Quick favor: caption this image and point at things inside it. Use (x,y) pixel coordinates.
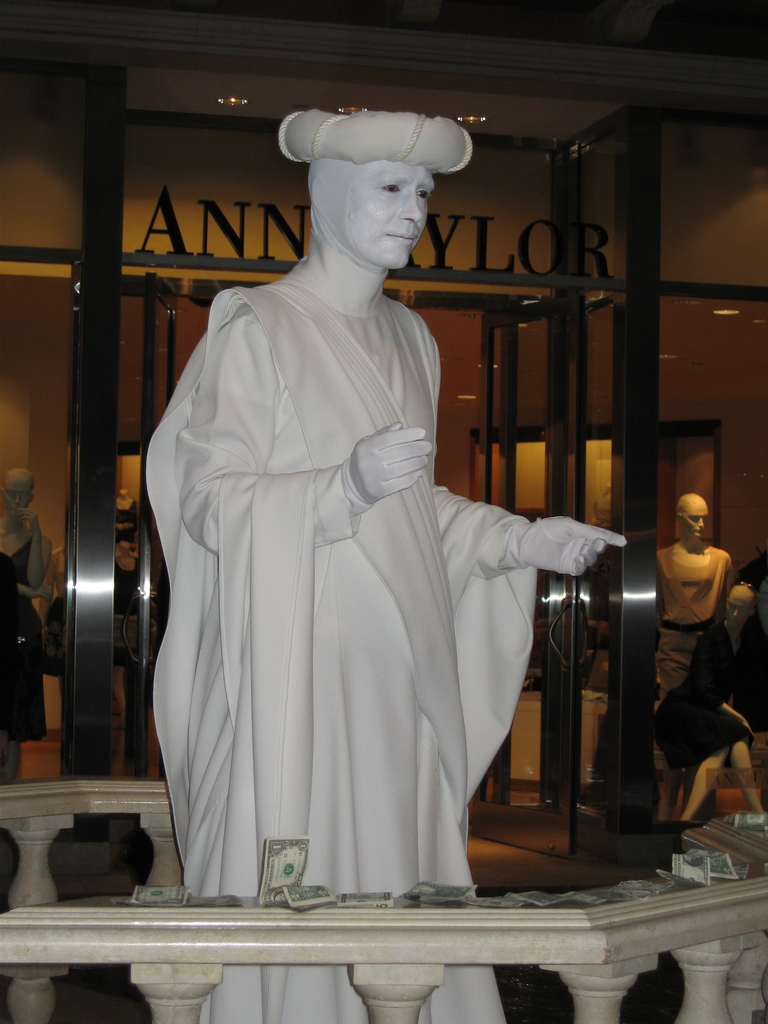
Here we can see a statue (246,643) and there are mannequins (727,711). In the background (64,334) we can see glasses (665,367), board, and lights (526,325).
